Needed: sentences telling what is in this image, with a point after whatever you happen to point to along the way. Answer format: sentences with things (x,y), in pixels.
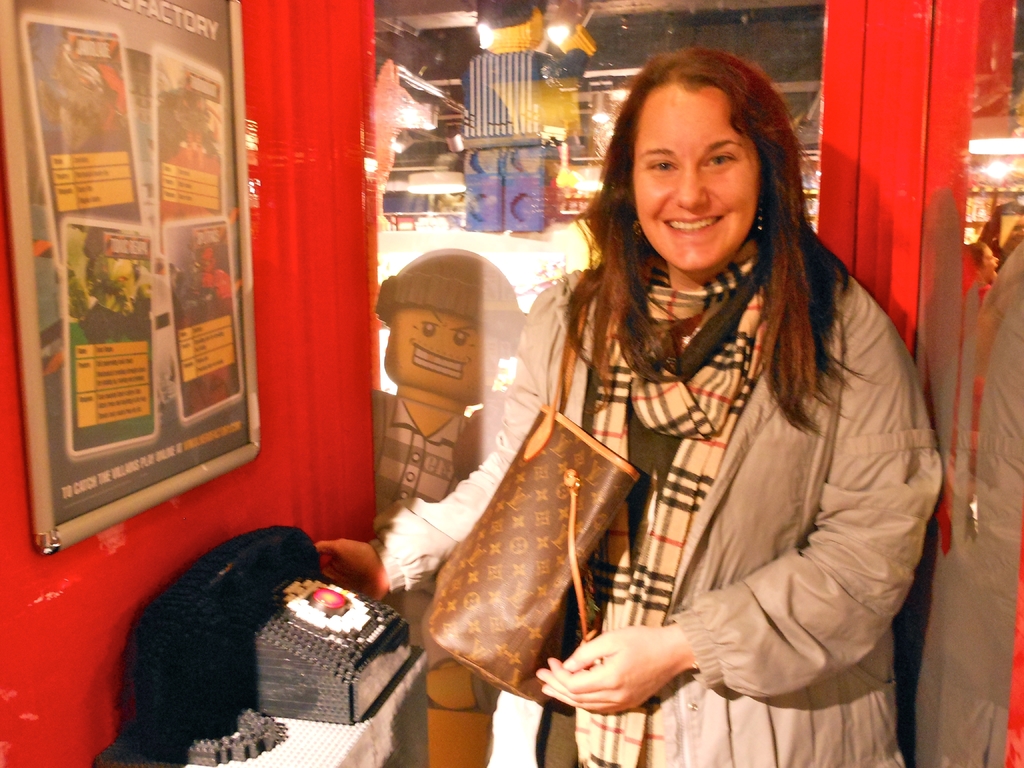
In this image I see a woman (595,320) who is smiling and I see that she is carrying a bag (535,501) and I see a toy telephone (254,605) over here which is of black, white and red in color and I see the red color wall (203,525) on which there is a board (161,324) on which there are few cards (156,154) and words (81,44) written on it and in the background (525,6) I see a toy (491,146) over here which is of yellow, black and blue in color and I see the lights (994,161).
